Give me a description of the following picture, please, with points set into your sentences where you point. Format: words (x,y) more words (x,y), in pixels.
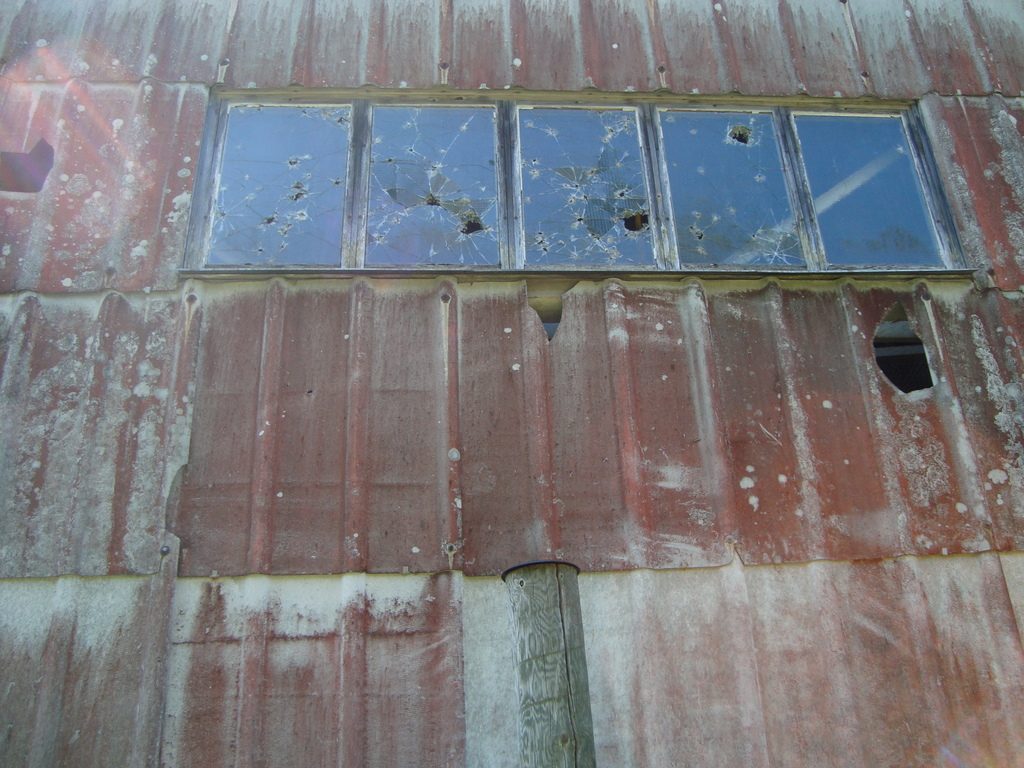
It seems like a top of a house (840,363). We can see glass windows (402,189) at the top of the image (325,205).
